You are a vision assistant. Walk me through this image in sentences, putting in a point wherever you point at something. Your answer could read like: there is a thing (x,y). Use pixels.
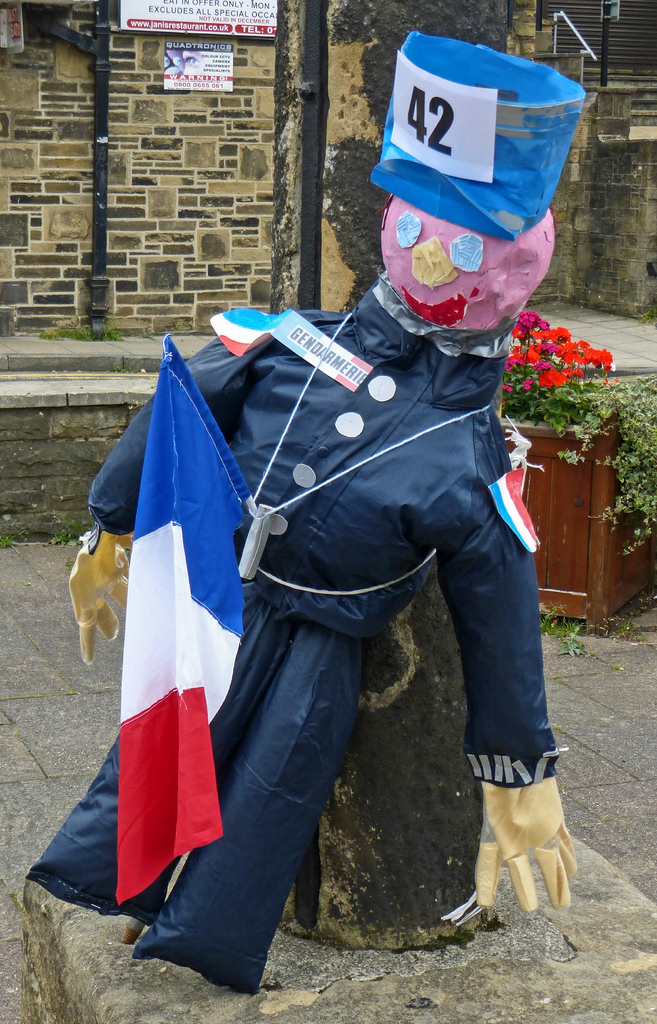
In this picture we can see a scarecrow (345,417) and flag (180,733), in the background (601,406) we can find few plants (576,395), flowers (541,334) and metal rods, and also we can see a hoarding (221,21) on the wall (197,101).
